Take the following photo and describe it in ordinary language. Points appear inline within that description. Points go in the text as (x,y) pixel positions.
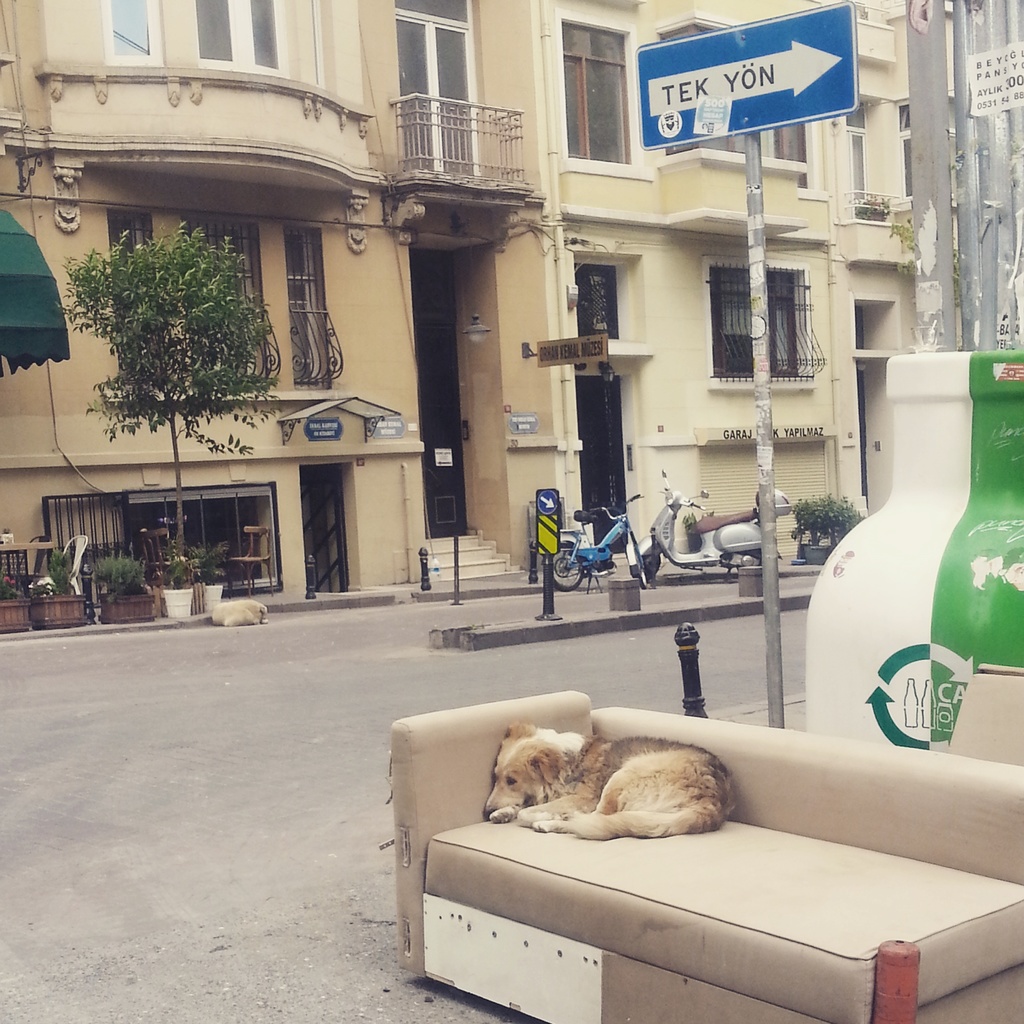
In this image this is a picture of a city (127,976), where a dog (575,757) laying in the couch (793,752), there is a name board (756,128) attached to a pole (756,256), scooter (728,555), bicycle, sign board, tree (175,313), tent (18,323), plant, building (470,520), door (447,520), light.
